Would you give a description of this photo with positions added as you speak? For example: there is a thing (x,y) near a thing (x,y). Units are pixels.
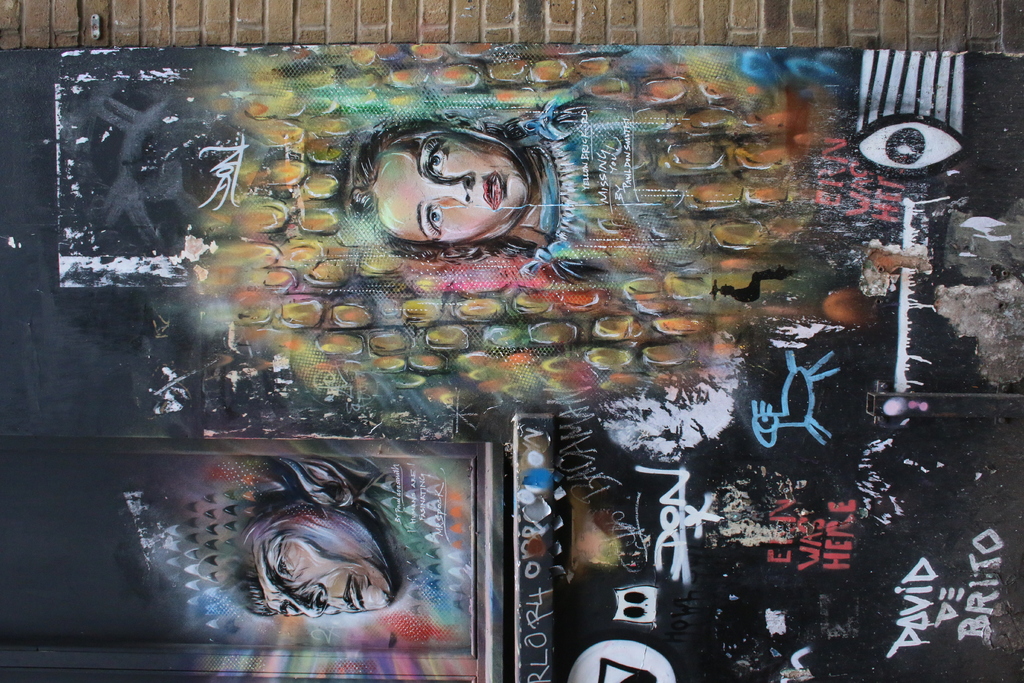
In this picture we can see one painted board (326,324), besides, there is a brick wall (162,13).
